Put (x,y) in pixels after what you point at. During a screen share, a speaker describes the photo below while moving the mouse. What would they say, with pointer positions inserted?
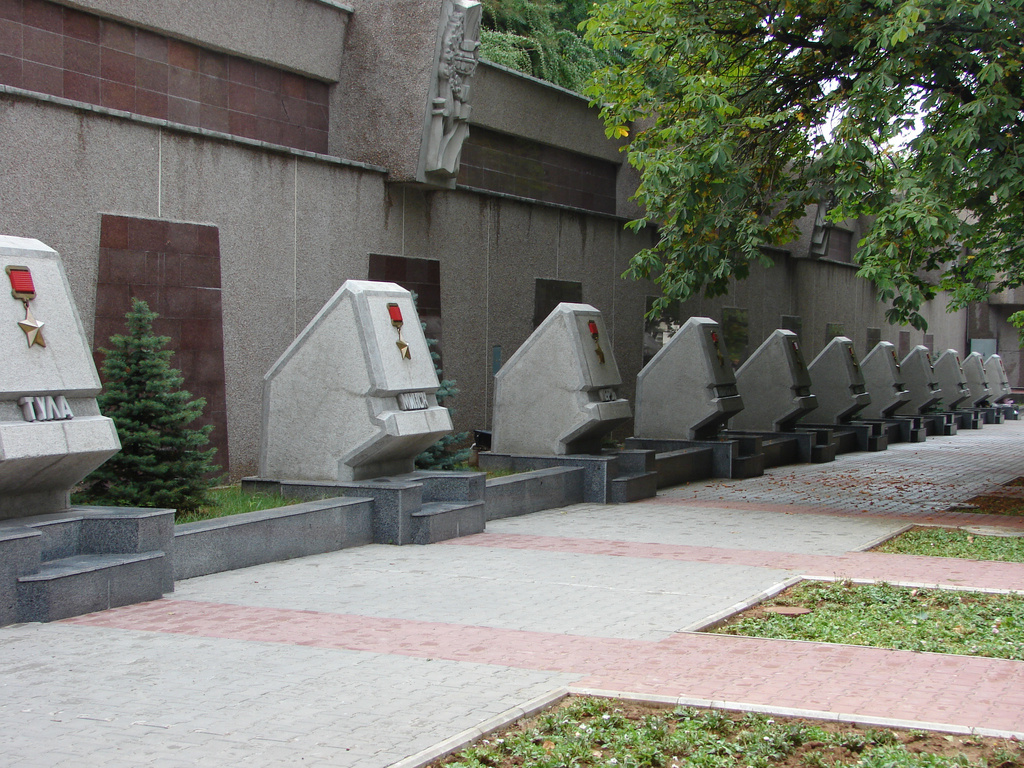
In this image, we can see trees (729,170), stones (409,290) and in the background (413,185), there is wall (540,252).
